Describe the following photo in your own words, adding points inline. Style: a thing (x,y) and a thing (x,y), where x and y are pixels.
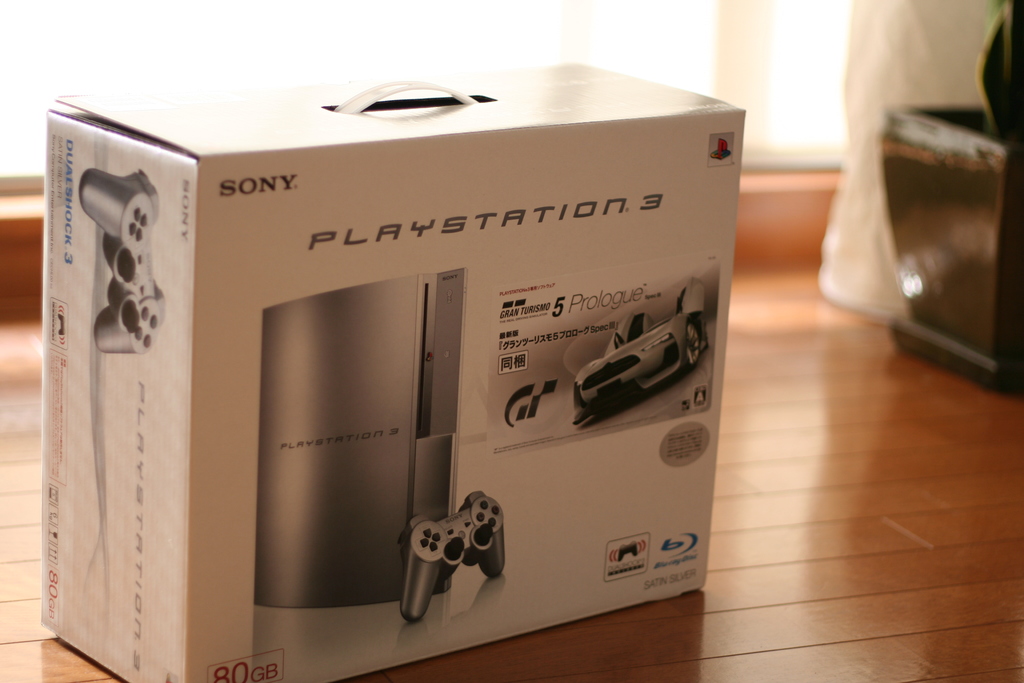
At the bottom of the image (769,612) there is a wooden floor (785,434). In the middle of the image (345,285) there is a box (176,530) with a few images (422,541) of PlayStation (335,375) on it and there is a text (561,215) on the box (263,415). On the right side of the image (935,220) there are two objects (888,248) on the floor (924,421). In the background (699,72) there is a window (745,101).
